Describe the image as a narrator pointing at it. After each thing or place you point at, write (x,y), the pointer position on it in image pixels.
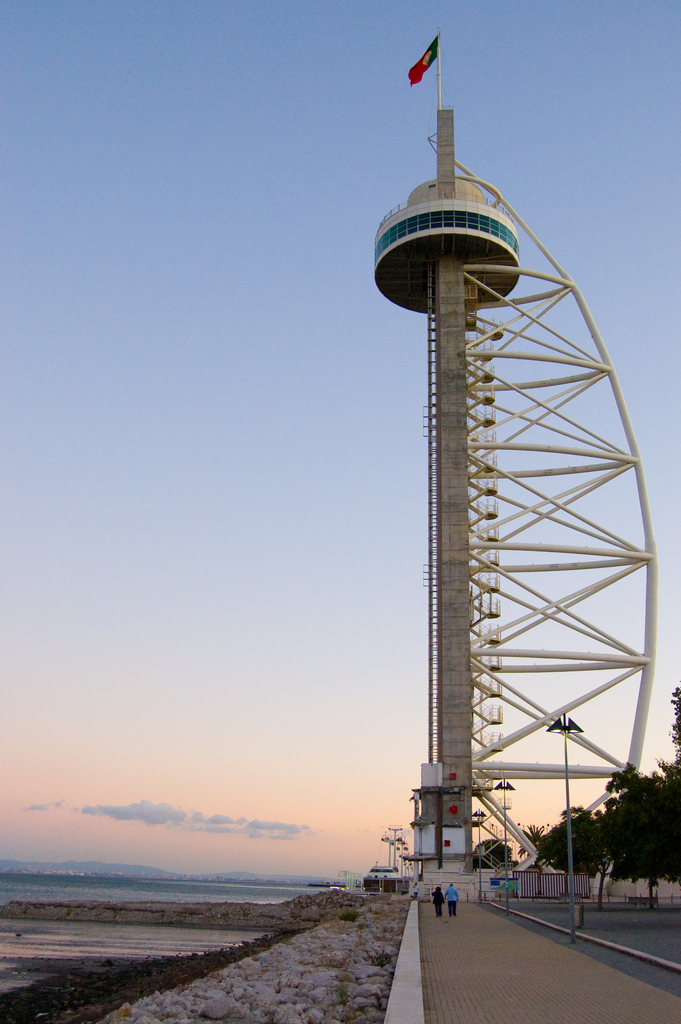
This image is taken outdoors. At the top of the image (148,303) there is the sky (219,595) with clouds (161,804). At the bottom of the image (509,975) there is a road (425,971) and there are many pebbles (208,987) on the ground (282,975). On the left side of the image (139,930) there is a river (119,924) with water (139,930). On the right side of the image (609,815) there are many trees (624,822). There is an architecture (467,247) with walls (444,192) and many iron bars (548,561). There is a flag (420,66). Two people (450,893) are walking on the sidewalk (464,926). There is a railing (527,888) and there are many poles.
